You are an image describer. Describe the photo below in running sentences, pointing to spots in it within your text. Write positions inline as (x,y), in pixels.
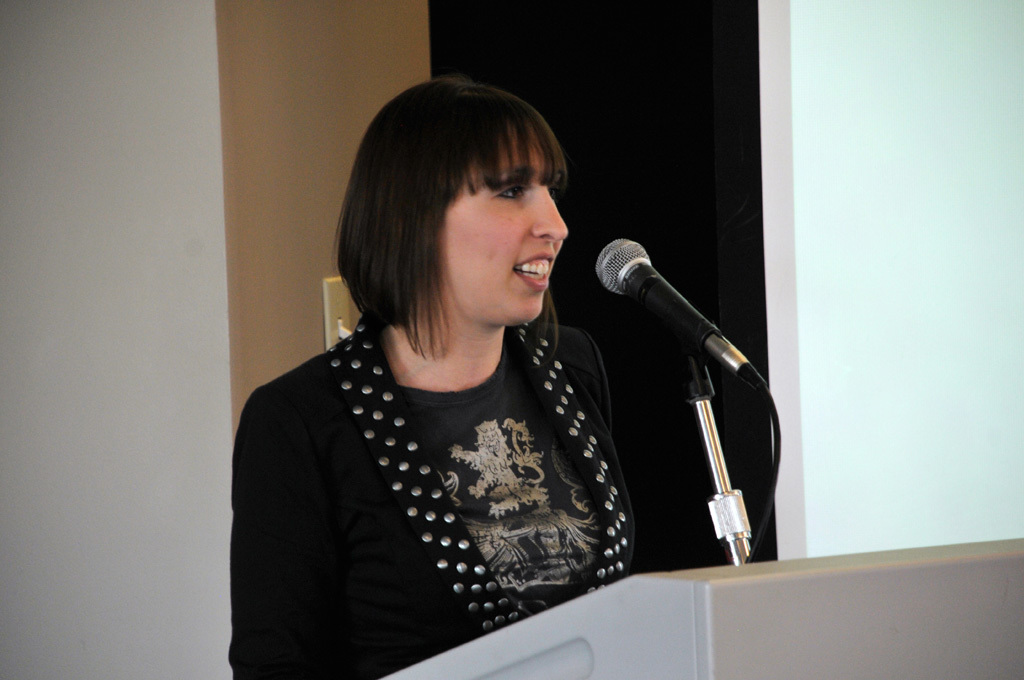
In the center of the image (447,446) we can see a lady (430,375) standing, before her there is a podium (662,591) and a mic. In the background (232,162) we can see a wall (147,174).
